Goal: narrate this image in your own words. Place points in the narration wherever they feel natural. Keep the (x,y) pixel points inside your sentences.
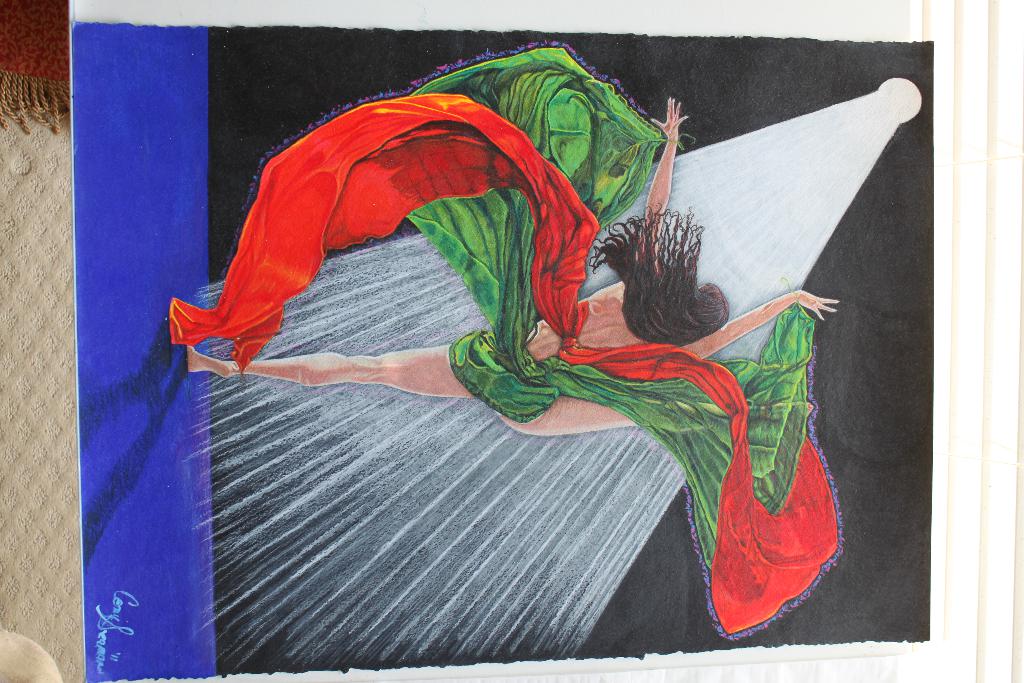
In the center of the image (466,350) we can see painting (614,361). In the background (1003,54) there is wall (20,215) and curtain (989,48).
